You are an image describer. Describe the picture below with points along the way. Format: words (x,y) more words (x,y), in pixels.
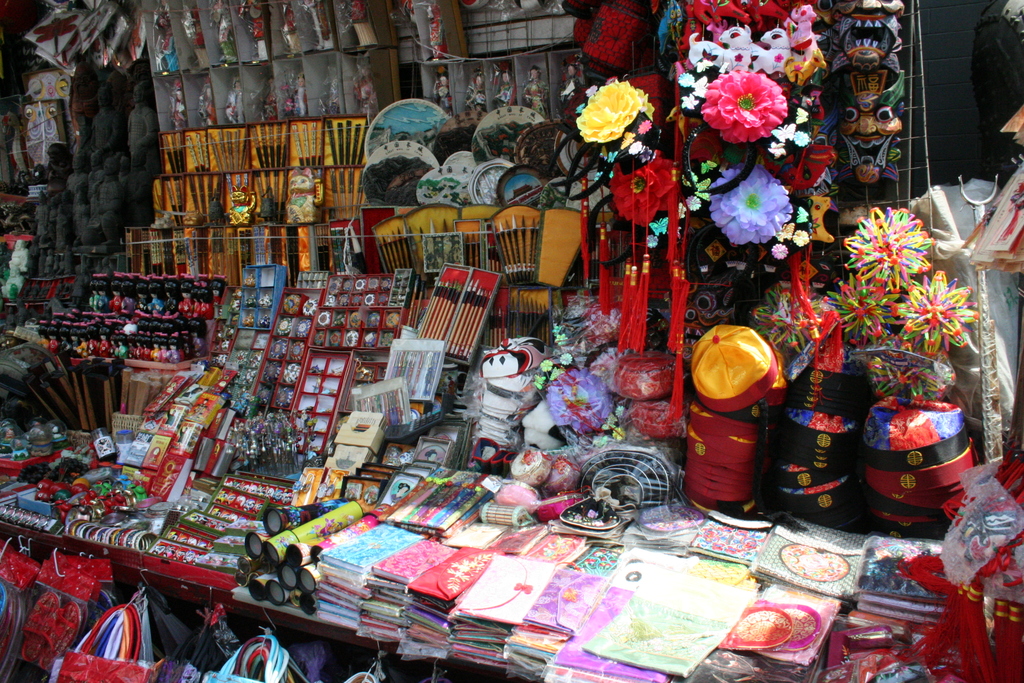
In this image I can see different items (408,332) in multi color on the table (286,463). I can also see few bags (284,670) hanged to the table (216,585), wallets (424,620) in multi color, jewelries (189,506), flowers (661,179) in multi color and I can also see few plates (555,138), caps (850,392) on the table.
